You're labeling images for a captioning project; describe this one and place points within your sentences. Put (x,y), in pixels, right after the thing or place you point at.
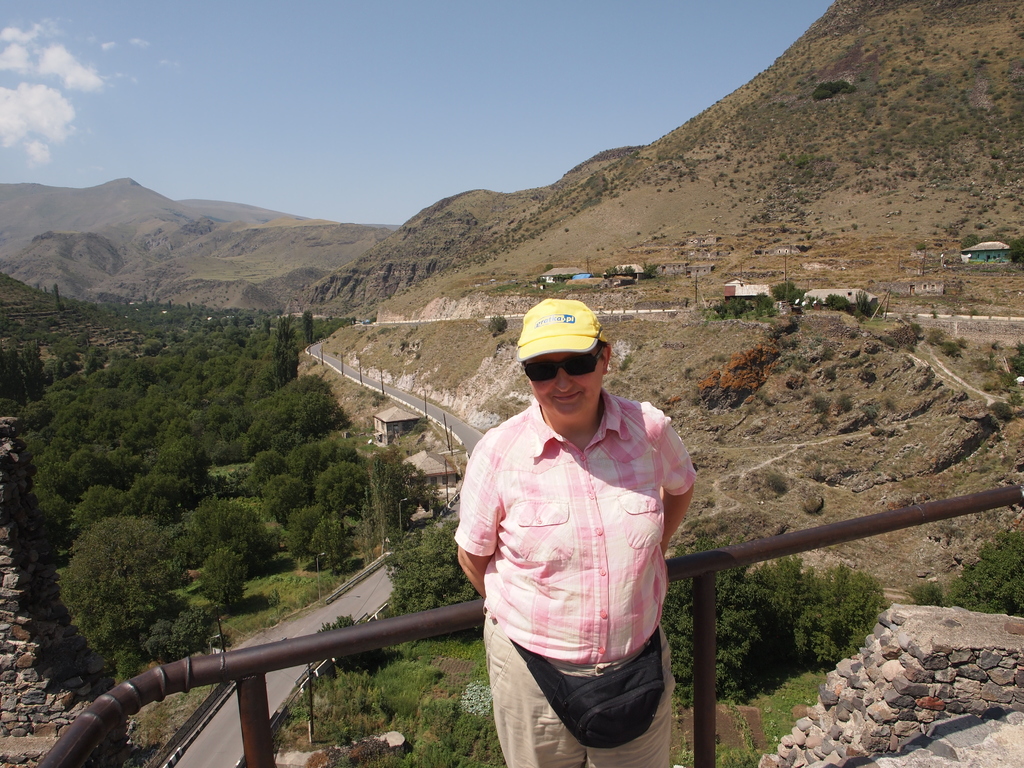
In this image I can see a man (496,574) is standing and behind him I can see Iron railing (705,554). I can see he is wearing pink colour shirt (592,475), shades (553,363), a yellow cap (592,321) and I can also see he is carrying a small bag (614,678). In the background (445,597) I can see number of trees (103,518), a road (414,403), number of poles (451,449), few buildings (440,459), clouds (40,124) and the sky (306,118).
